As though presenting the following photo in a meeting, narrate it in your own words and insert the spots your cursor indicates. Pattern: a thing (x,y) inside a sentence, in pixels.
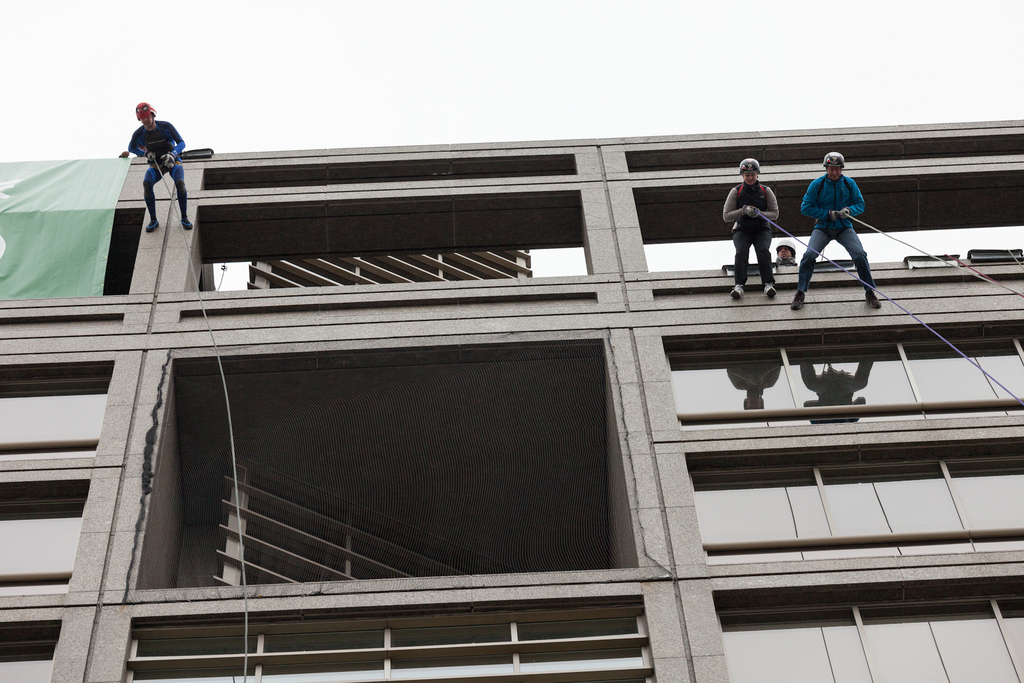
At the top of the picture (577,66) we can see clear sky (662,72). This is a building (702,394). Here we can see three persons (860,268) holding a rope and trying to jump from the building (166,298). Behind this two person (809,270) there is one man (789,255) standing. Here we can see the reflections (821,397) of the persons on the glass window (865,401).
